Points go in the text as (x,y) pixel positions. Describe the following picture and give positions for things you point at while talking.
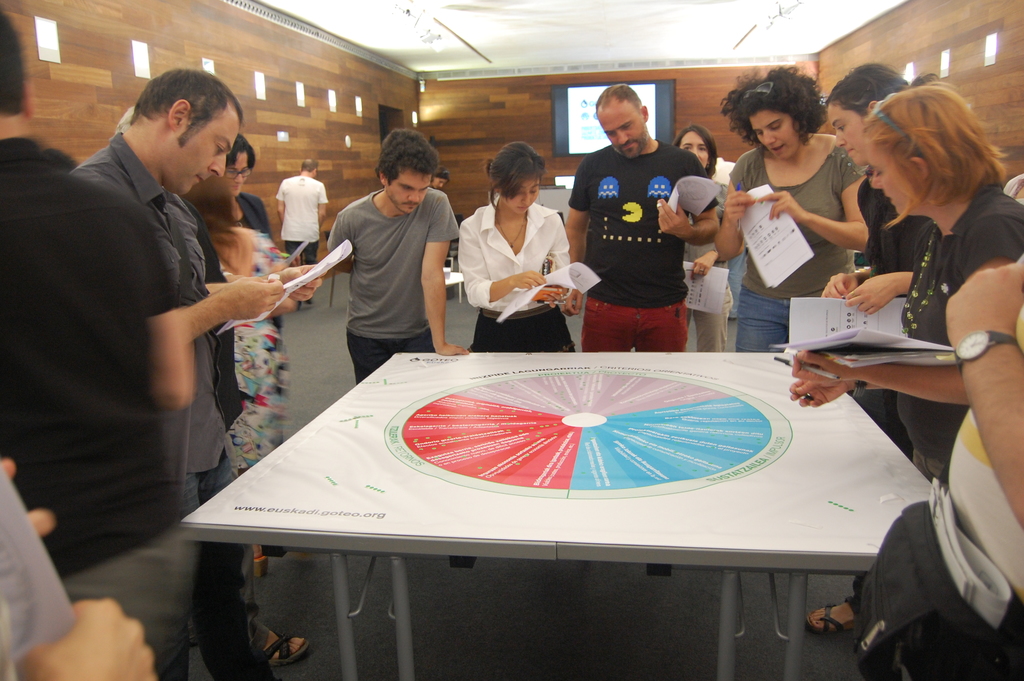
In this picture we can see group of people (194,289), few people (202,405) are holding papers (826,311) in their hands (706,264), and watching a paper (680,458) which is on the table (649,535).
